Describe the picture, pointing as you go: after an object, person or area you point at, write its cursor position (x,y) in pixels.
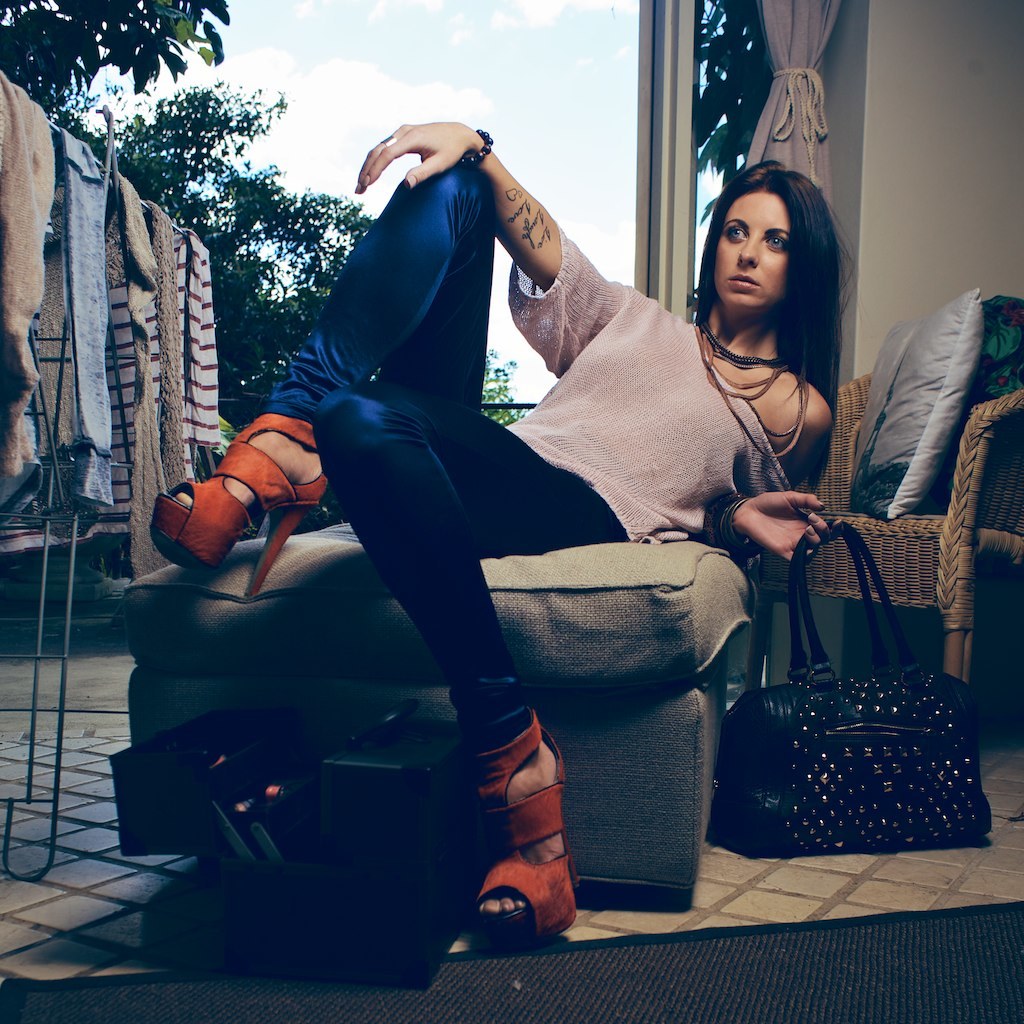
In this image we can see a woman (540,428) leaning on the sofa (585,634) while holding a bag (932,683) in her hand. In the background (255,289) we can see clothes (32,299), trees (254,280), clouds (320,93), sky (341,139), chair (922,545) with pillows (904,494) and curtains (820,86).
